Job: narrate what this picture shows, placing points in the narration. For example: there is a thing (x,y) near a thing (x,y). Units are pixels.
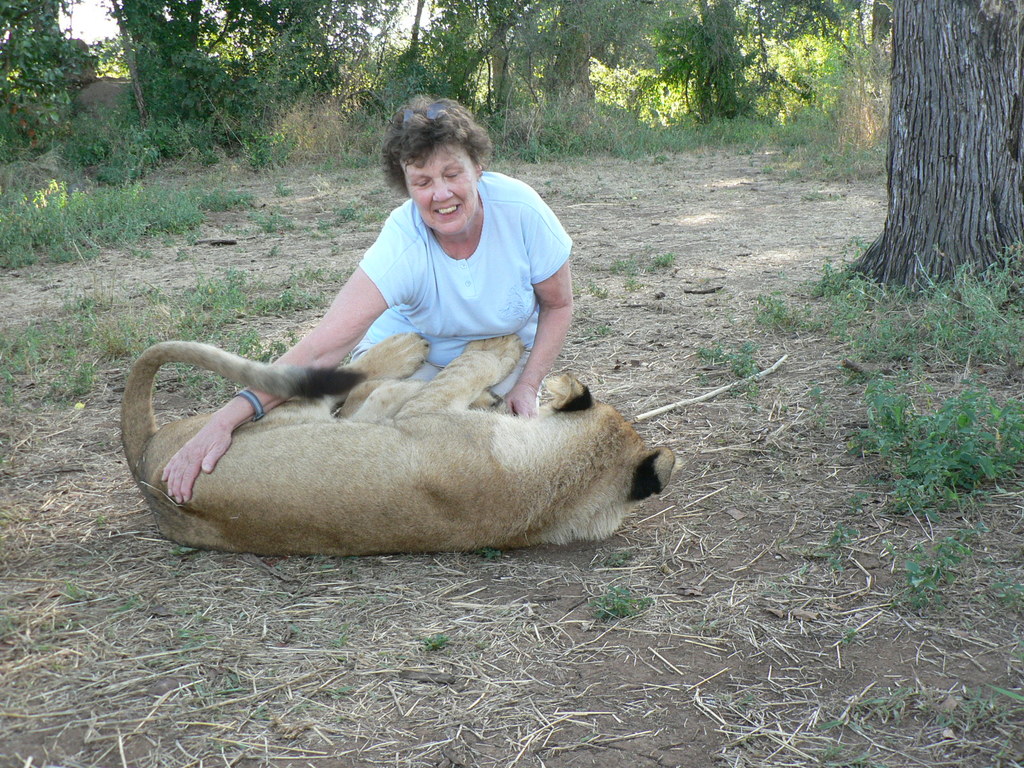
In this image I can see the ground (540,647), some grass (549,663) on the ground (432,632) and a woman (451,279) wearing blue colored dress (462,262). In front of her I can see a lion (416,443) lying on the ground (567,663). In the background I can see few trees (636,97) and the sky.
